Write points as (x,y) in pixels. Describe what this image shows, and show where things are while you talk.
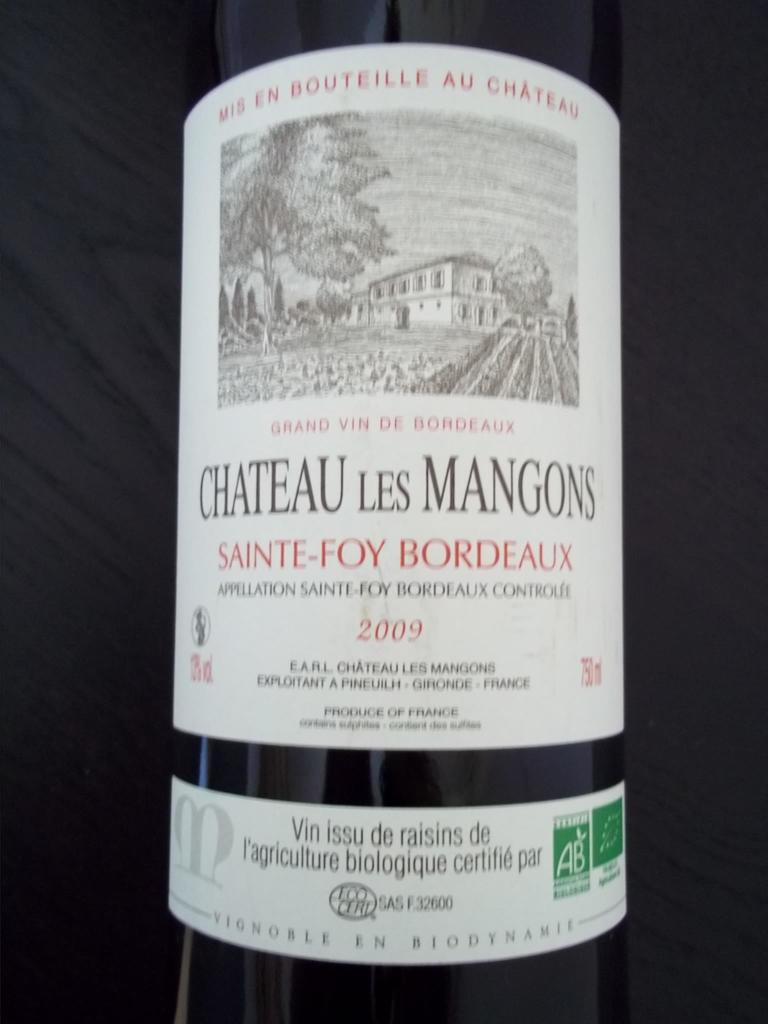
This picture is consists of a bottle (583,155) and here, the content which is written on the bottle (340,103) is zoomed in.
